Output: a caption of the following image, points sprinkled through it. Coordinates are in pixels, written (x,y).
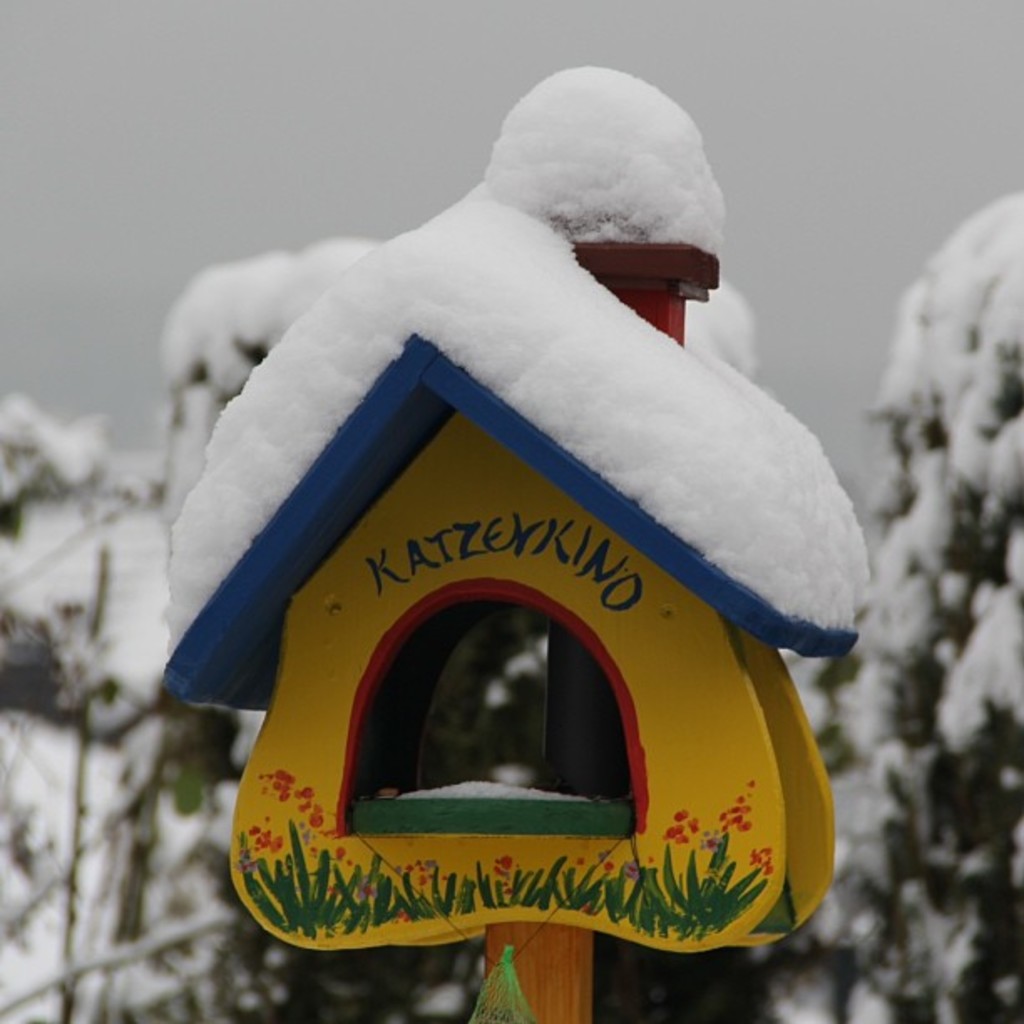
In this picture there is an artificial house (613,793) on the pole (490,931) and there is snow (559,313) on the house (754,807). At the back (900,570) there are trees (89,839) and there is snow (989,682). At the top (230,146) there is sky (233,151).
